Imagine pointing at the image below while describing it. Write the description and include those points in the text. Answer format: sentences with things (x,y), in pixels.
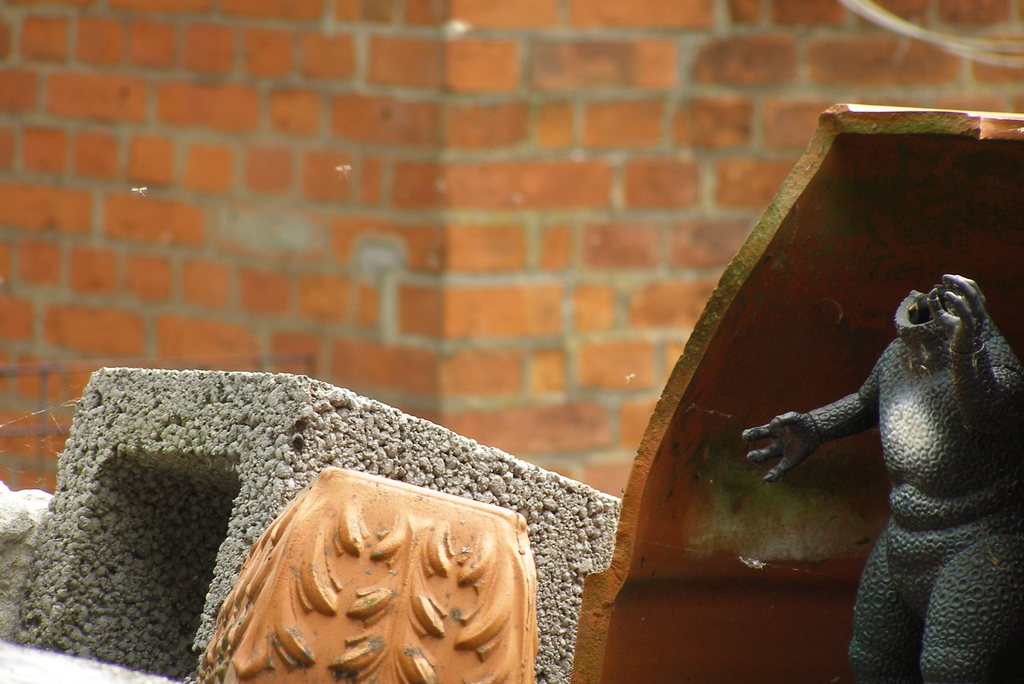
In this image we can see one big wall (385,194) in the background (854,46), two wires (947,38), one sculpture (932,313) and some objects (350,560) on the ground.
